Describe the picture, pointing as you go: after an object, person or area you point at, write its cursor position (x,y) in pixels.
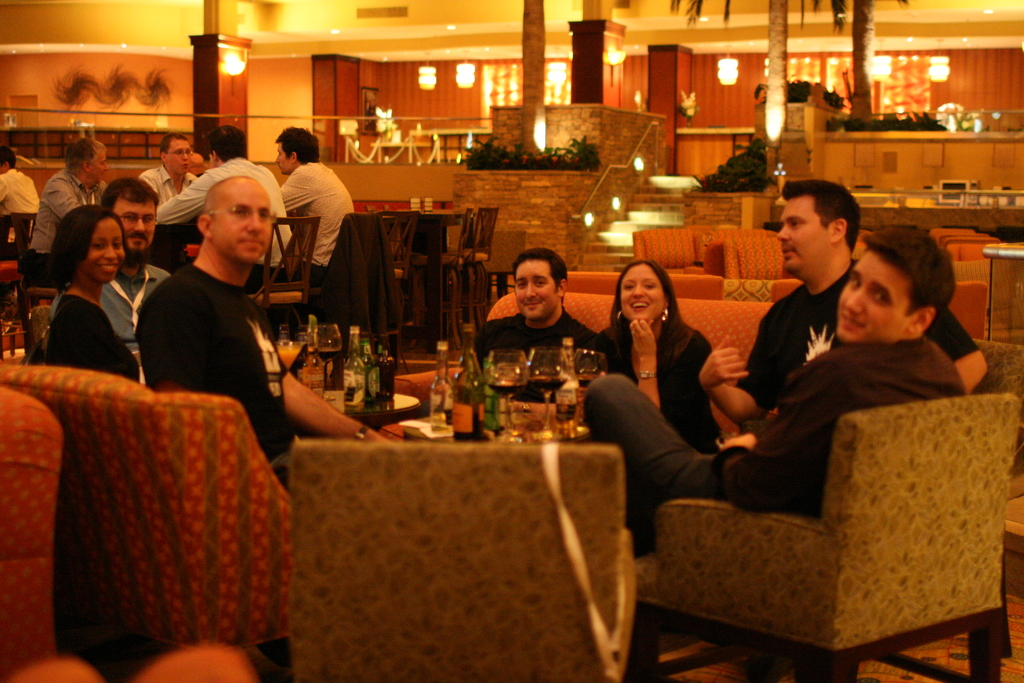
In this picture I can see few people (744,435) seated and I can see bottles (444,415), glasses (547,387) and a plate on the table (505,435) and I can see smile on their faces (642,310) and I can see few chairs (969,245), tables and lights (555,70) and couple of trees (862,14) and plants (502,146) and I can see lights (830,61) to the ceiling (337,47), it looks like a restaurant (817,59).
